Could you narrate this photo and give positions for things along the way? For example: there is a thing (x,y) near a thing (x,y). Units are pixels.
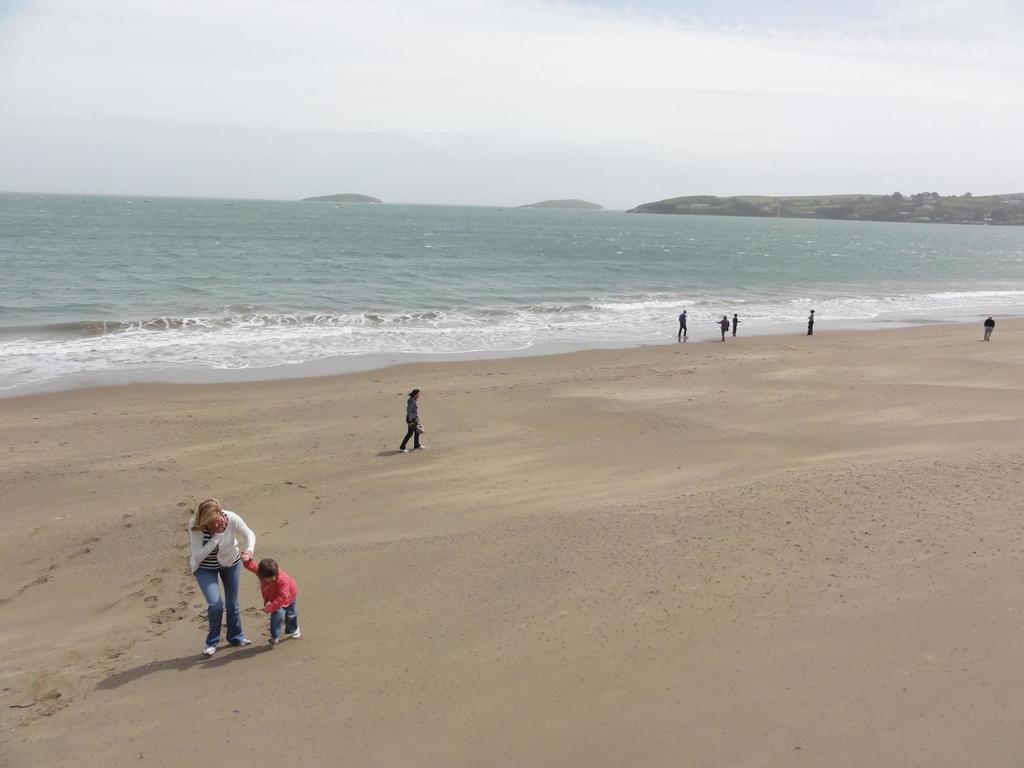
In the picture we can see a beach (689,512) with sand (799,533) and some people (228,513) are walking and standing on it near the water (934,258) and in the background (65,121) we can see hills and a sky (227,155).
